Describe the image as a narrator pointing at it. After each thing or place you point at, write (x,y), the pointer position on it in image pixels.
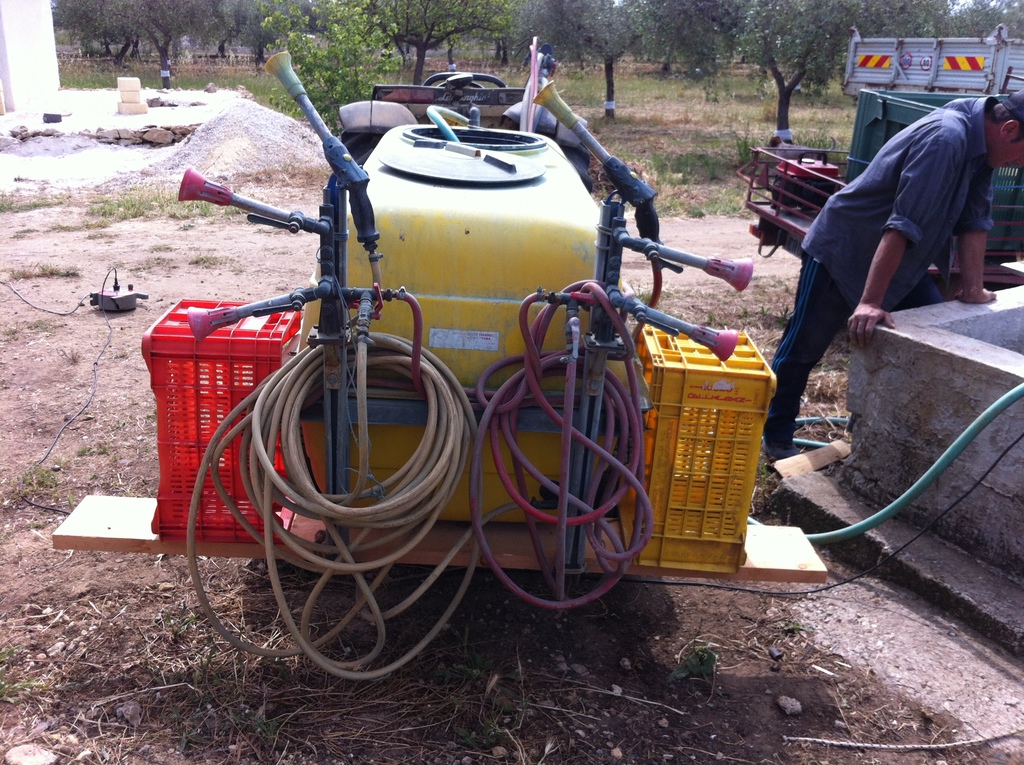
On the left side (268,349), there are baskets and a tank (392,219) on an object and there are pipes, stones (5,501) and grass (345,740). On the right side (971,139), there is a person (947,148) watching a tank (909,309), there is a pipe (1006,401) and a cable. In the background (946,72), there are trees (160,21), a vehicle (934,83), grass (207,57) and other objects (890,125).
